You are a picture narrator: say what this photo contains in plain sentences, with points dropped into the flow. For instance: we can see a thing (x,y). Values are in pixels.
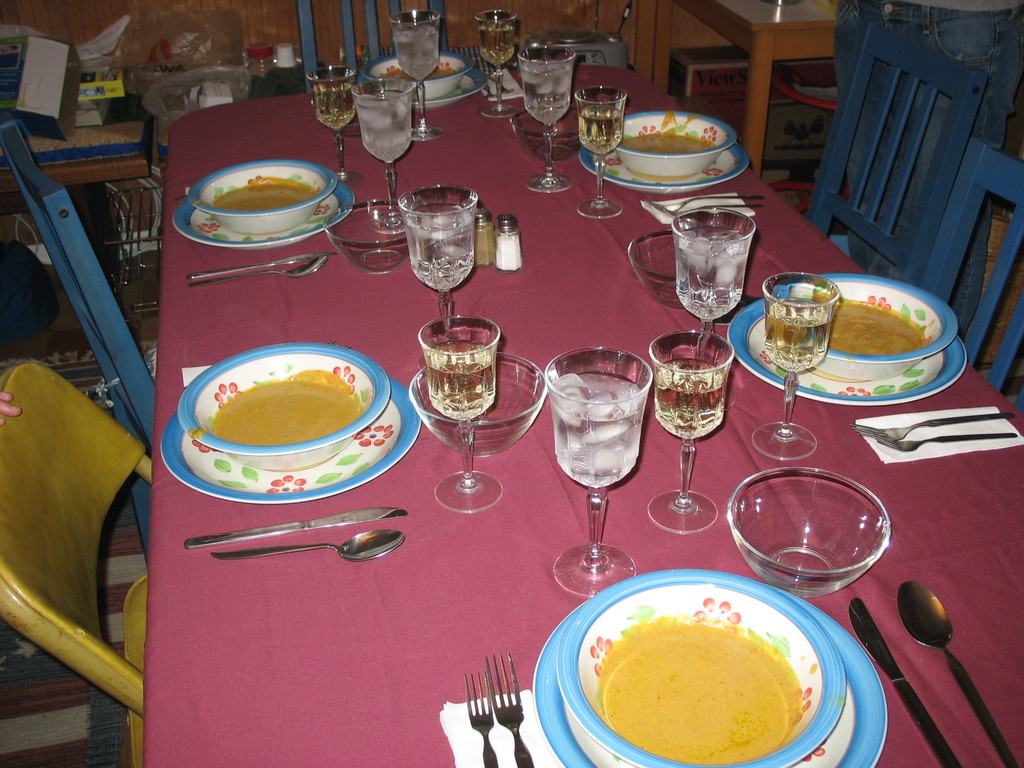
In this picture there is a dining table (412,514) placed in front (243,407) with some food (248,420) in the bowl (290,227) and many water glasses (471,376). Behind we can see the wooden chairs (842,143).
